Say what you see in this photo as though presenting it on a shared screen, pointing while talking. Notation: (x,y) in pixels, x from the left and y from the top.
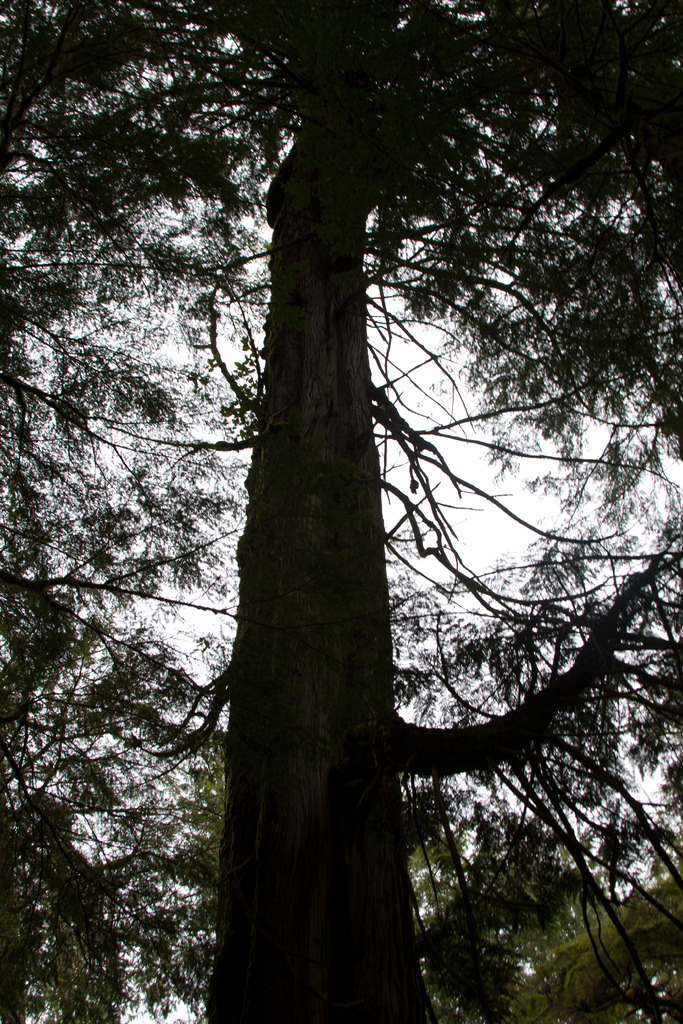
In the picture there is a tall tree (336,157) with many branches (55,285) and in the background (543,507) there is a sky (538,497).
